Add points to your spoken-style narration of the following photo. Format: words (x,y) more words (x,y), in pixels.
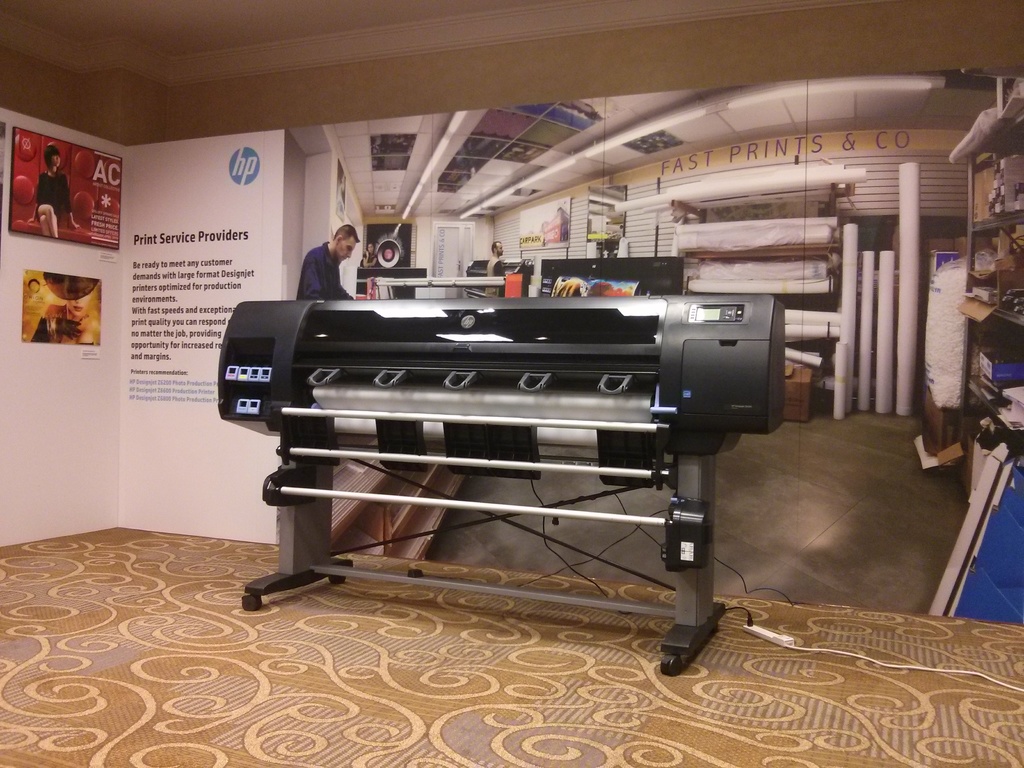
In this image we can see an object (458,399) looks like a printing machine (443,373) in the room (322,507) and in the background (162,321) there is a poster (279,207) to the wall (295,221) with text (169,289) and images (58,182).
